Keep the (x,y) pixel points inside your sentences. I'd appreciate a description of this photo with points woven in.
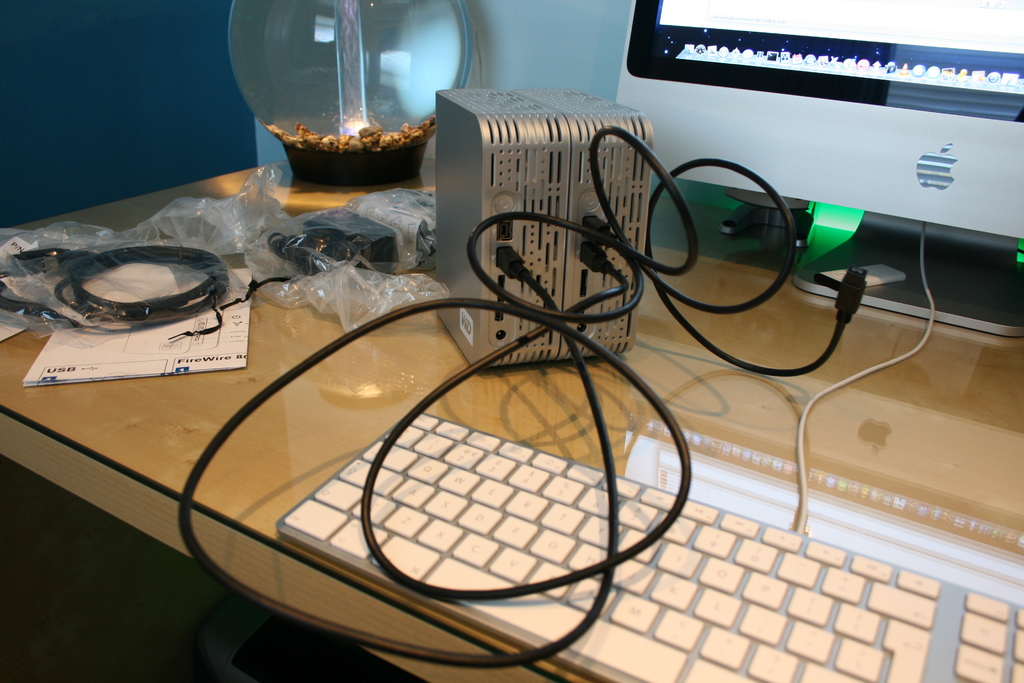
In this picture we can see a desk (755,398) and monitor screen (917,186) and a keyboard (763,602) on it. On the left side (165,334) we can see wires (181,294) and a paper (208,367). This is a show piece glass container (354,83).
